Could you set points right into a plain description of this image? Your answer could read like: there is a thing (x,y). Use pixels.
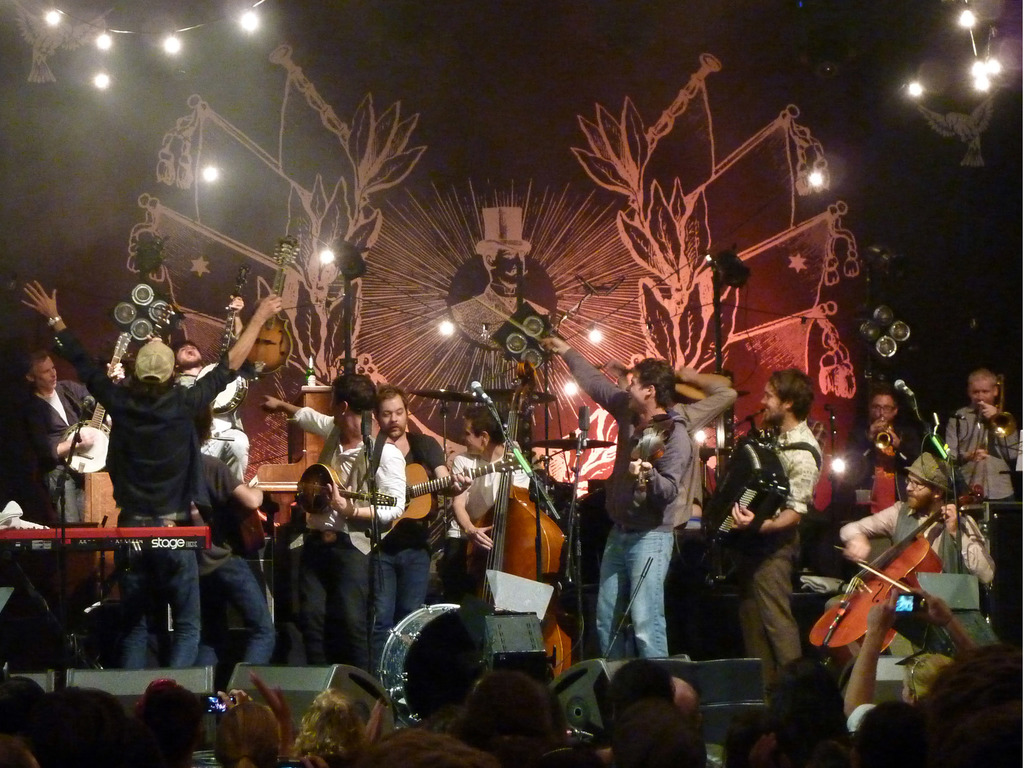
In this image we can see few persons (241,486) are standing on the stage (108,650) and among them few persons (301,553) are playing musical instruments (261,543) and there is a piano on a stand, microphones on the stands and other objects (499,634). At the bottom (485,711) we can see few persons heads (485,725). In the background (647,246) we can see lights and drawing (384,243) on a platform (322,282) and the image is dark.
